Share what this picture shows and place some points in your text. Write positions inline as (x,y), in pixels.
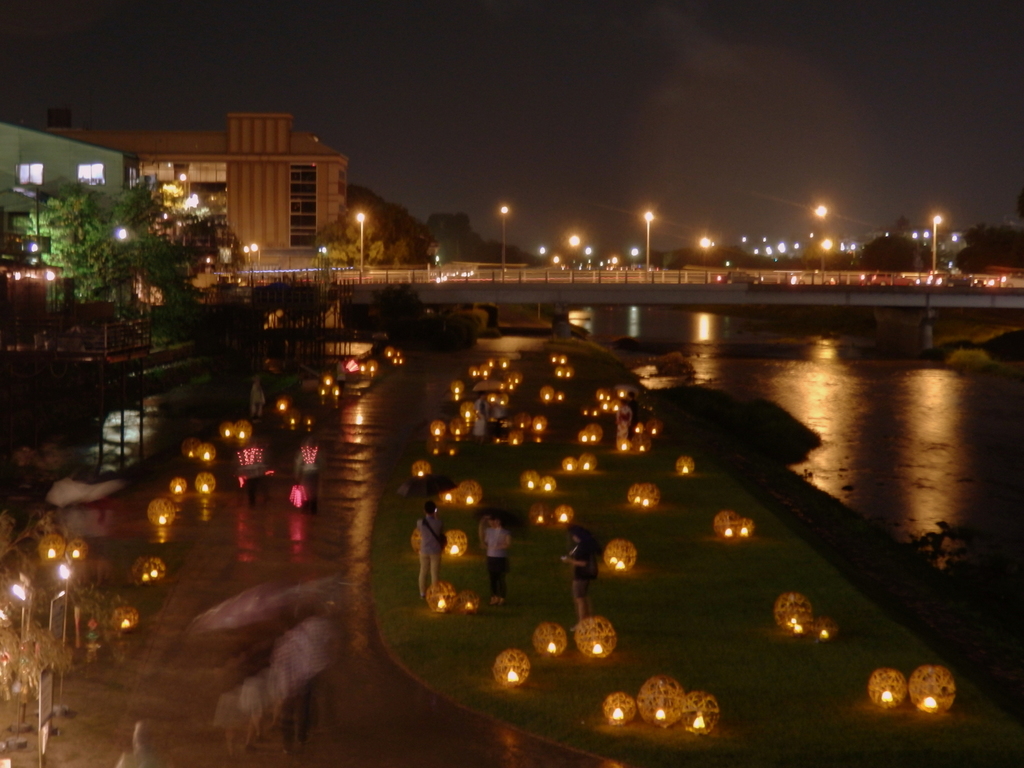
In this picture I can see some people (594,557) who are standing near to the candle lights (446,497). In the background (305,251) I can see the bridge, street lights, trees (429,240) and buildings (54,190). On the right (886,407) I can see the lake (915,415). At the top (523,64) I can see the sky (523,64). On the left (149,342) I can see the fencing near to the water (120,420).
